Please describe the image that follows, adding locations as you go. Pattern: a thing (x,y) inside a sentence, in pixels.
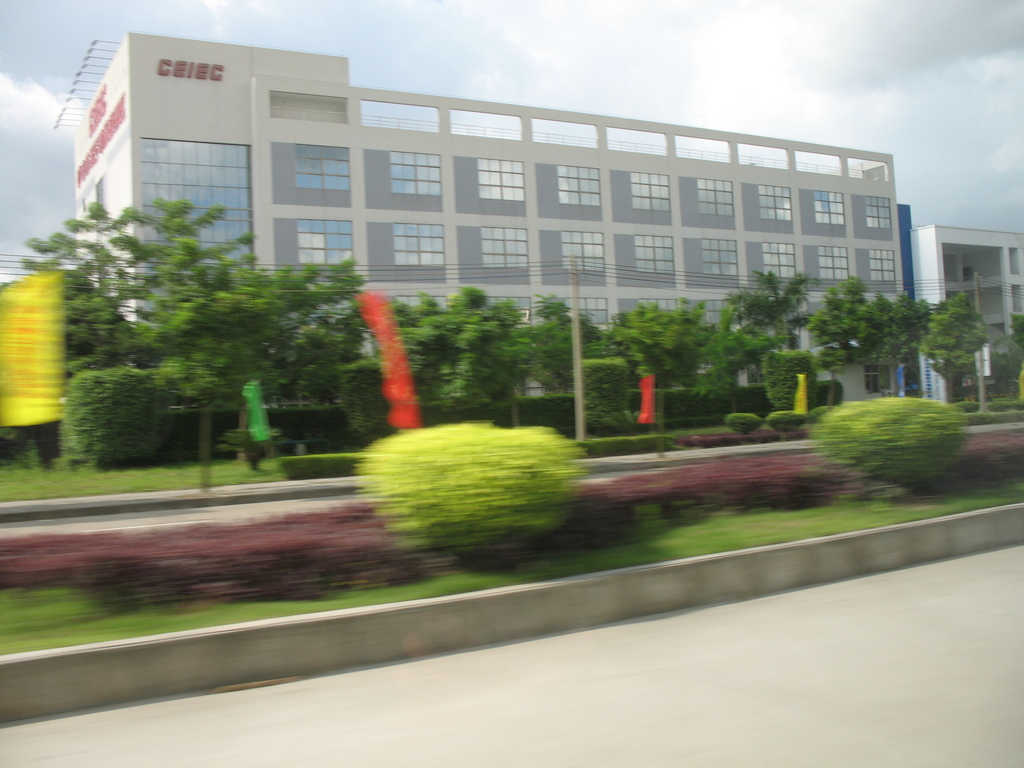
In this image I can see trees (344,358) in green color, few colorful flags (415,395). Background (253,133) I can see building (239,123) in white color and sky (502,130) in white and blue color.
